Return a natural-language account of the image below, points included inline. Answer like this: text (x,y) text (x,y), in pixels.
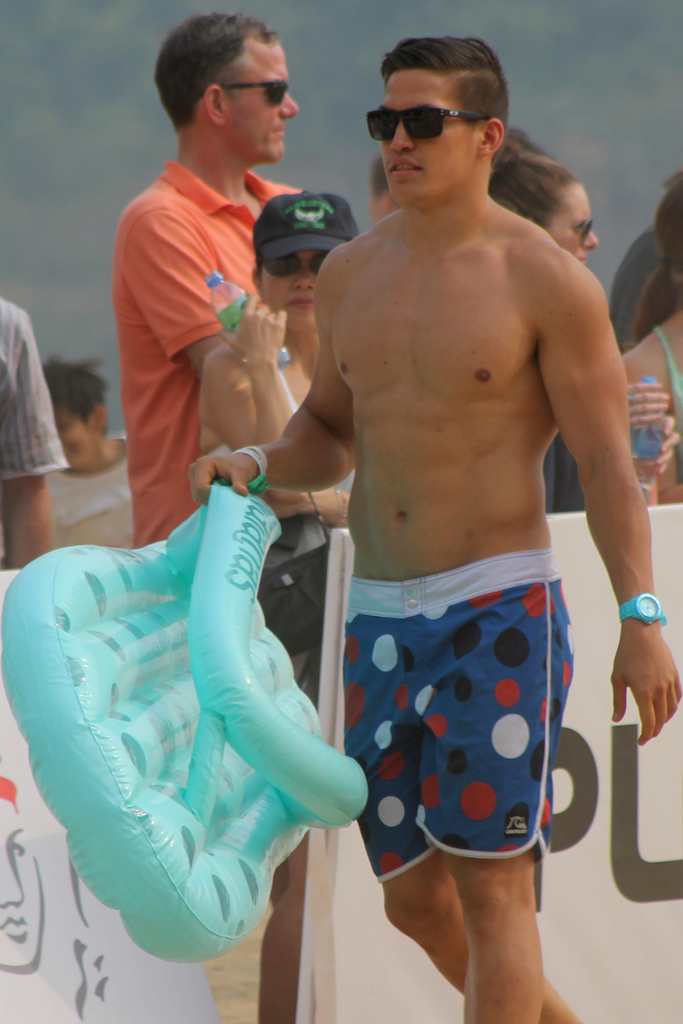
In the image i can see a person (608,487) who is holding the tube (323,745) and behind there are some other people (282,1001).
